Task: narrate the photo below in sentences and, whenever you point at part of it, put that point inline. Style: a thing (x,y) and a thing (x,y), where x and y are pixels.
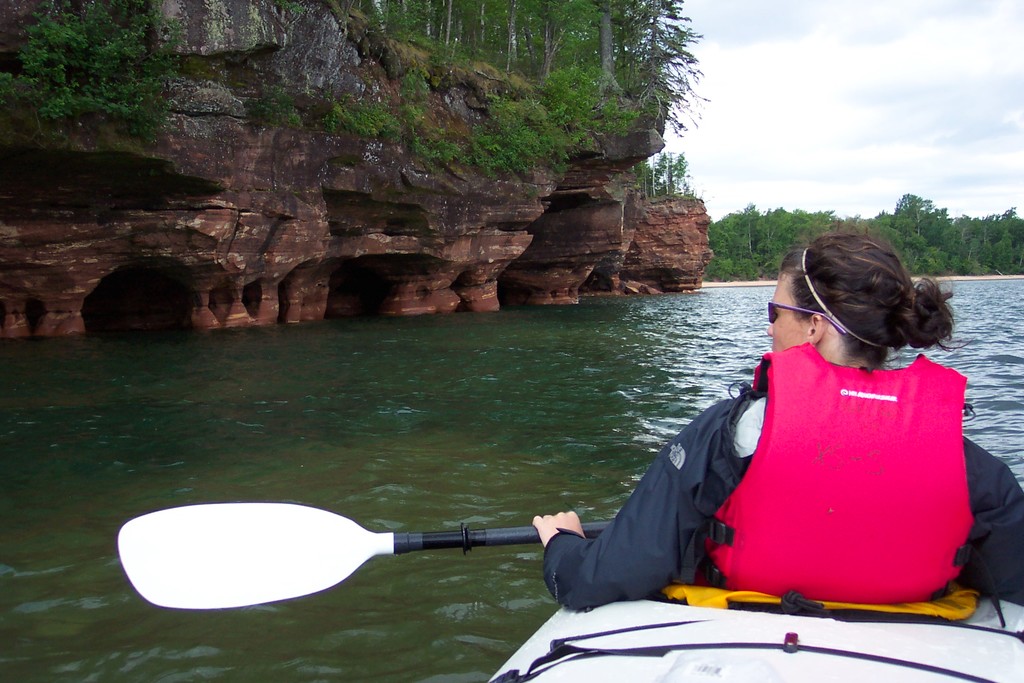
In this image I can see the person (1003,535) sitting in the boat (642,622) and holding a paddle (404,548). The boat (596,611) is on the water (539,580), background (712,183) I can see the rock (444,284), plants (800,233) in green color and the sky (889,101) is in white color.
